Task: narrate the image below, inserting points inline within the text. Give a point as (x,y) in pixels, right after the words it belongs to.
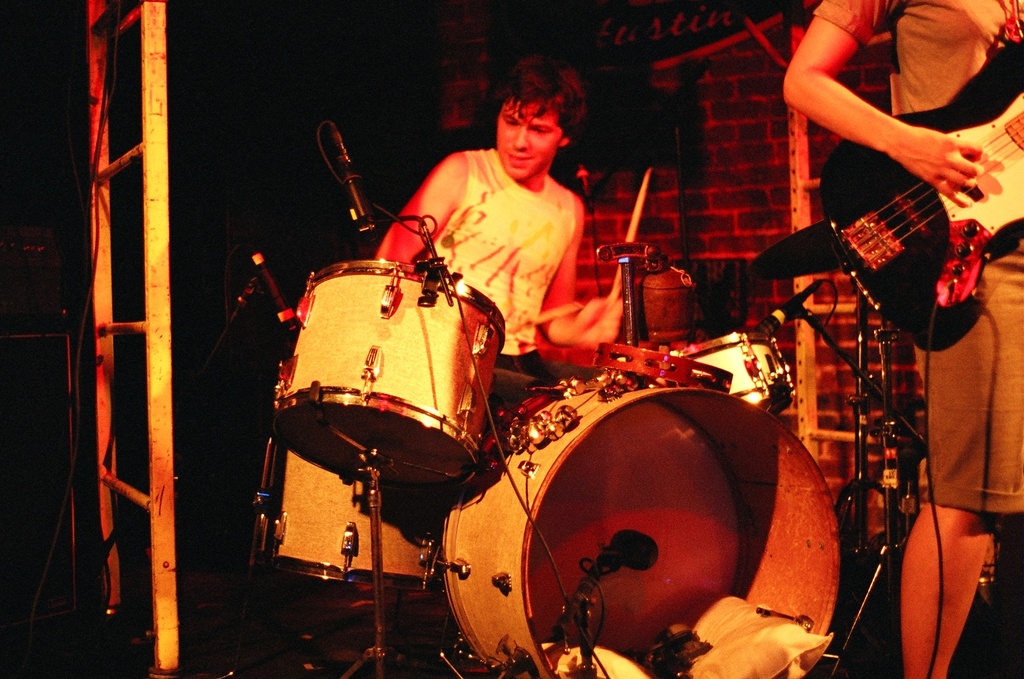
In this image i can see a person (541,270) sitting and right side (948,221) a person (996,275) wearing a gray color t-shirt (947,74) holding a guitar (985,229) on his hand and on the middle (342,322) i can see a drum set (342,523) kept on the floor (276,627), on the left side (108,288) i can see a ladder (135,326).
